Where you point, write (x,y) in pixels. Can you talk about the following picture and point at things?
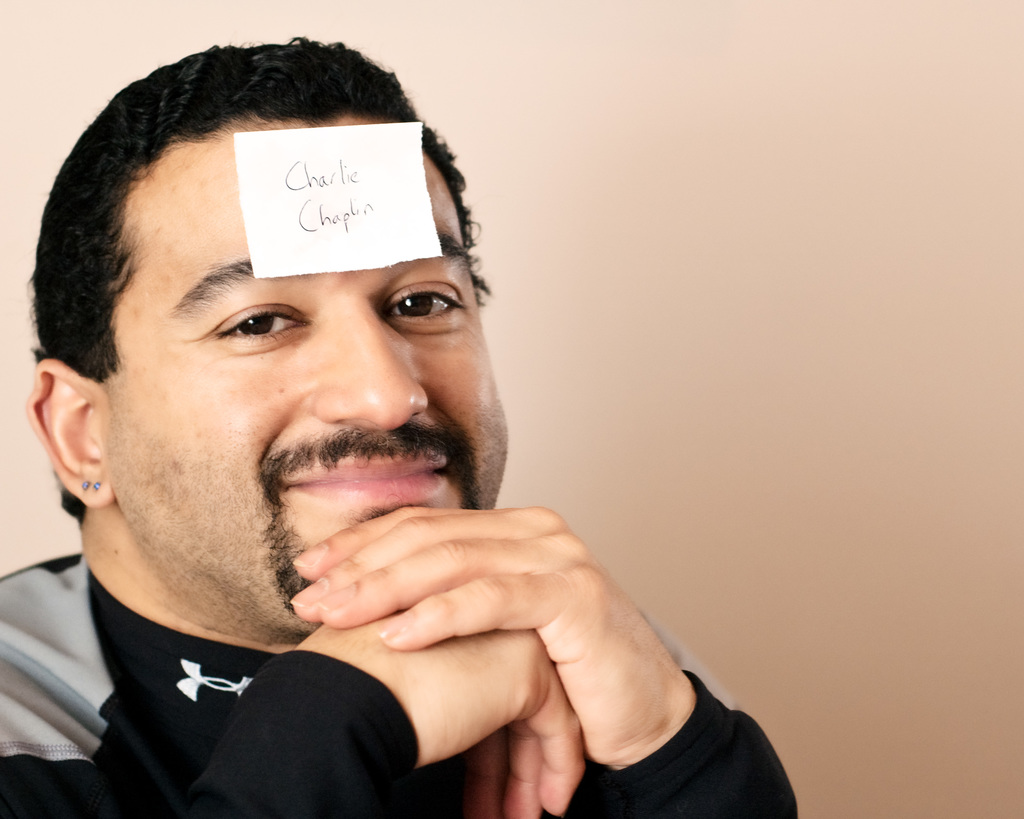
Here in this picture we can see a man (350,552) present over a place and we can see he is smiling and we can see some paper (302,158) with some text (322,213) written on it present on the forehead (192,203) over there.
